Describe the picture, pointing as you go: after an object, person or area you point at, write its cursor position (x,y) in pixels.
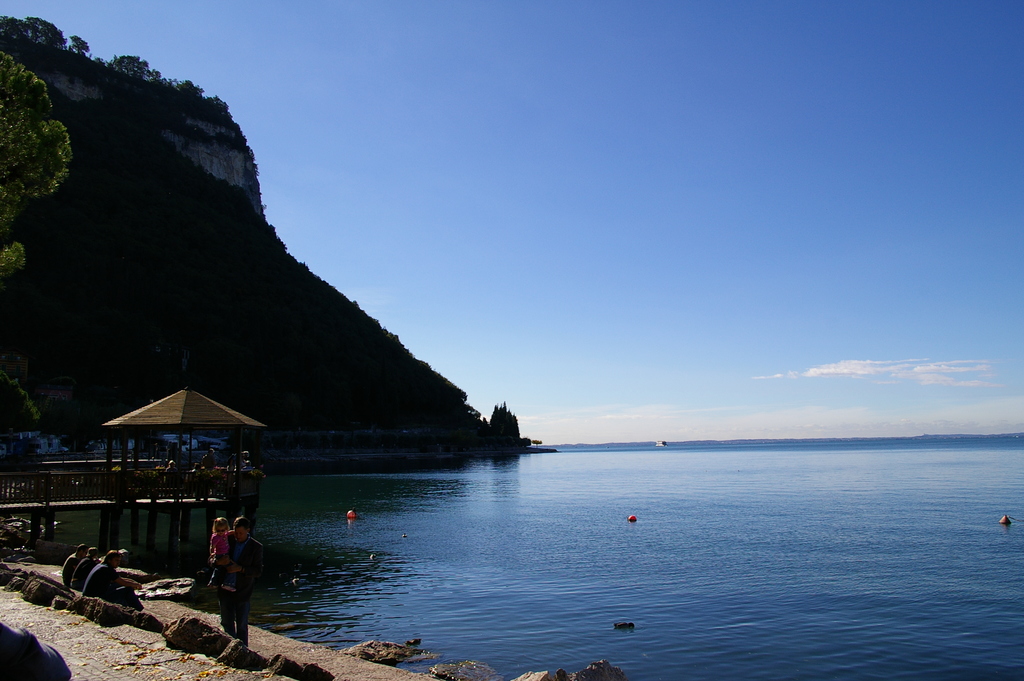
In this image there is a sea (663,478) on the left side (124,595) there are people (92,578) sitting in the beach (167,589) and people (224,575) standing there is a hut (219,455), in the background (332,377) there is a mountain (275,319).
